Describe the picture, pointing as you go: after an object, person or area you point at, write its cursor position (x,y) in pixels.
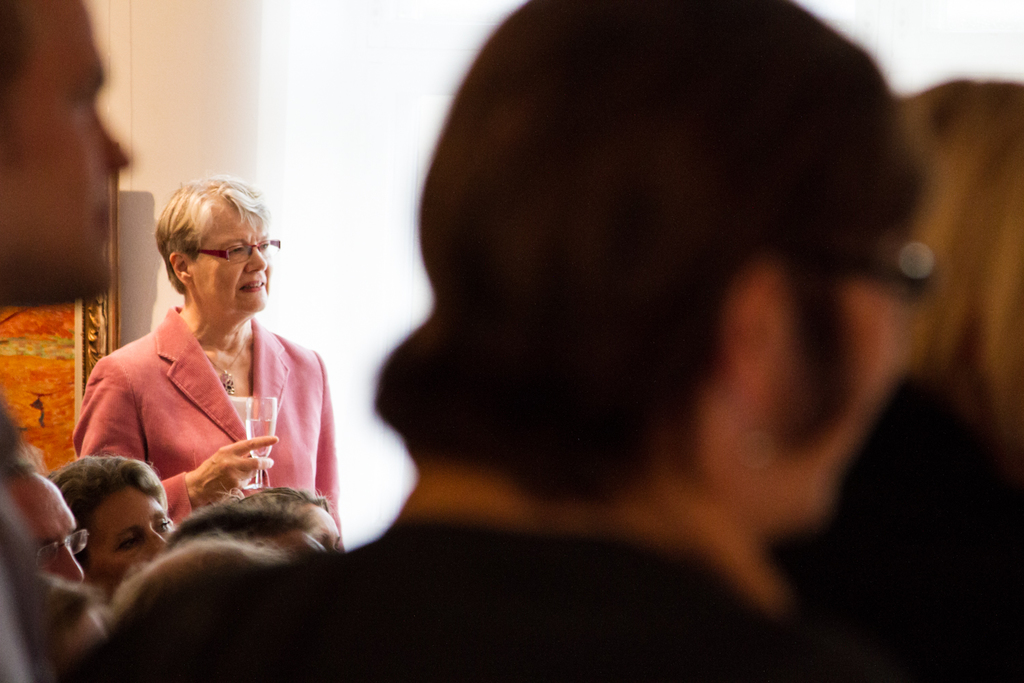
In this picture there are group of people (536,361) and there is a woman (82,428) standing and holding the glass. At the back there is a frame (56,357) on the wall (220,52).
